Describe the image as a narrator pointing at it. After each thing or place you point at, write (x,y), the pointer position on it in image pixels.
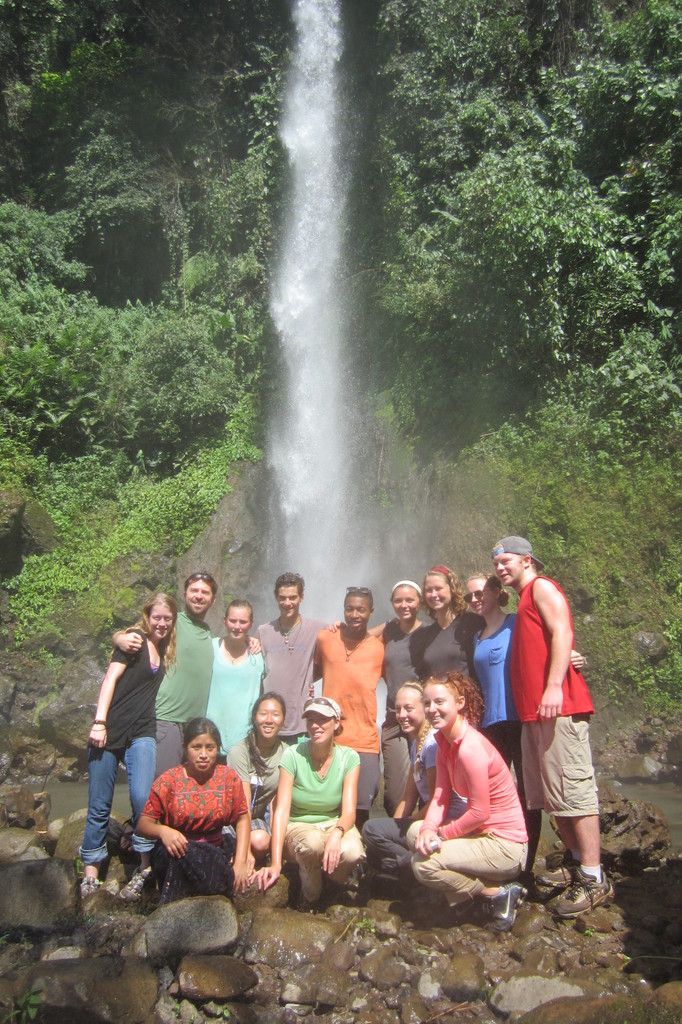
In this picture we can see a group of people (146,864) where some are standing and some are sitting on stones (99,891) and at the back of them we can see trees (182,312), water (345,291).
